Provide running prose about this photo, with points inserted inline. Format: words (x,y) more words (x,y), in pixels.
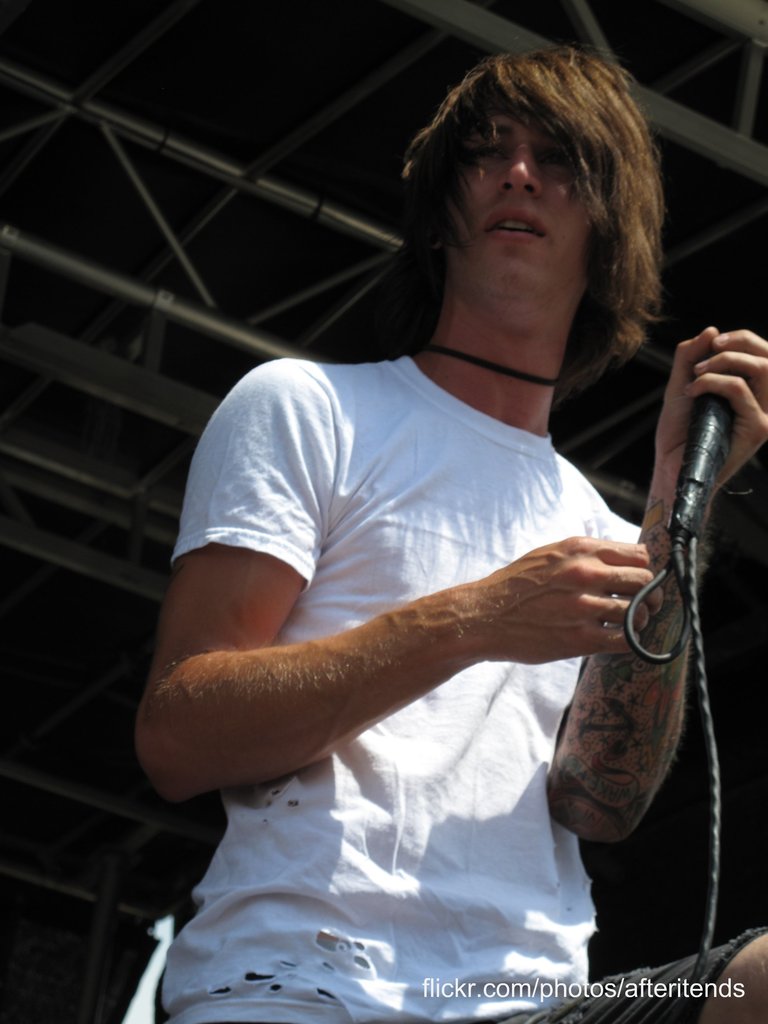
In this picture we have a man (533,861) holding a microphone (711,423) in his left hand (696,383) and looking at someone else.
